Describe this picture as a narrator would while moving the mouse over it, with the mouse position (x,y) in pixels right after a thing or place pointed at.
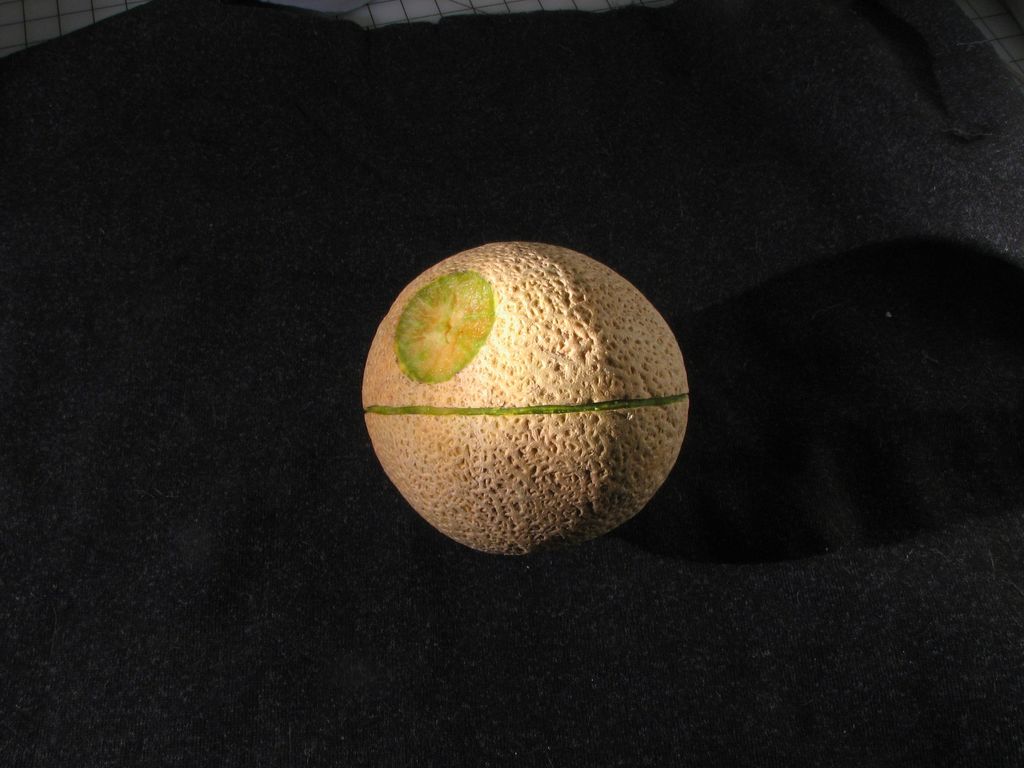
In this image I can see a round shaped object (504,404) which has green color line (458,411) on it. This object (524,418) is on a black color surface (522,203).
